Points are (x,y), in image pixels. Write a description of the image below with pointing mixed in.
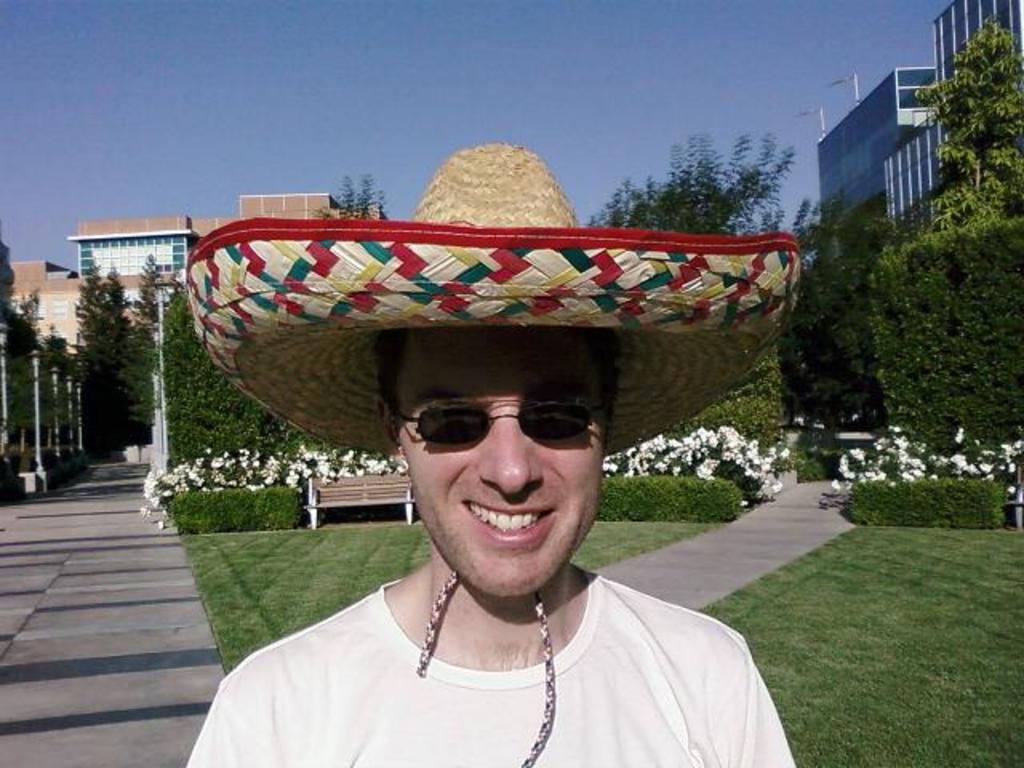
In this picture we can see a man (537,549), he is smiling, he wore spectacles (532,421) and a cap (462,247), in the background (888,188) we can see a bench (333,503), few flowers (385,469), trees (271,437), poles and buildings (877,198).
